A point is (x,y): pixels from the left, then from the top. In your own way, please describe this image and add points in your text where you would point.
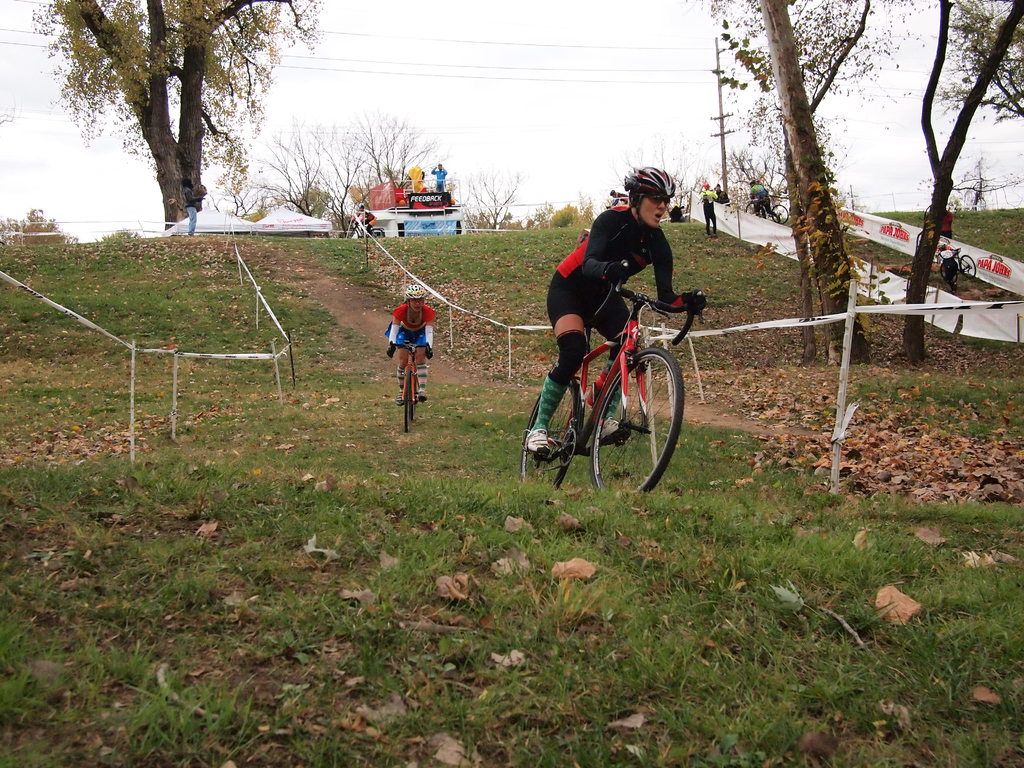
Here in this picture we can see a couple of people (580,358) riding bicycles (627,391) on the ground (417,414), which is fully covered with grass (382,413) over there and we can see plants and trees (514,198) present all over there and we can see railings (409,277) present on either side and we can see banners (895,289) and tents (258,225) present here and there.
